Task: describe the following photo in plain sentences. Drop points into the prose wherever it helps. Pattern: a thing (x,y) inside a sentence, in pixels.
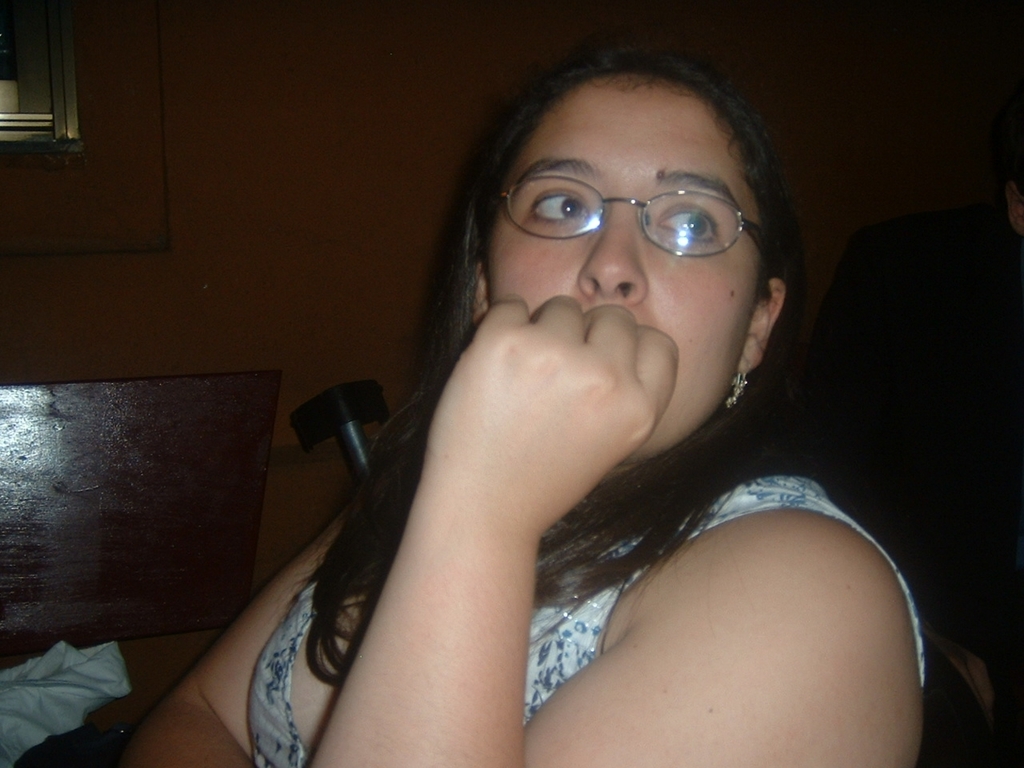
In this image we can see a woman (548,455) with spectacles (585,209) and in the background (42,665) there is a cloth (55,666), few objects (323,432) and a shelf (45,111) to the wall (194,171).
